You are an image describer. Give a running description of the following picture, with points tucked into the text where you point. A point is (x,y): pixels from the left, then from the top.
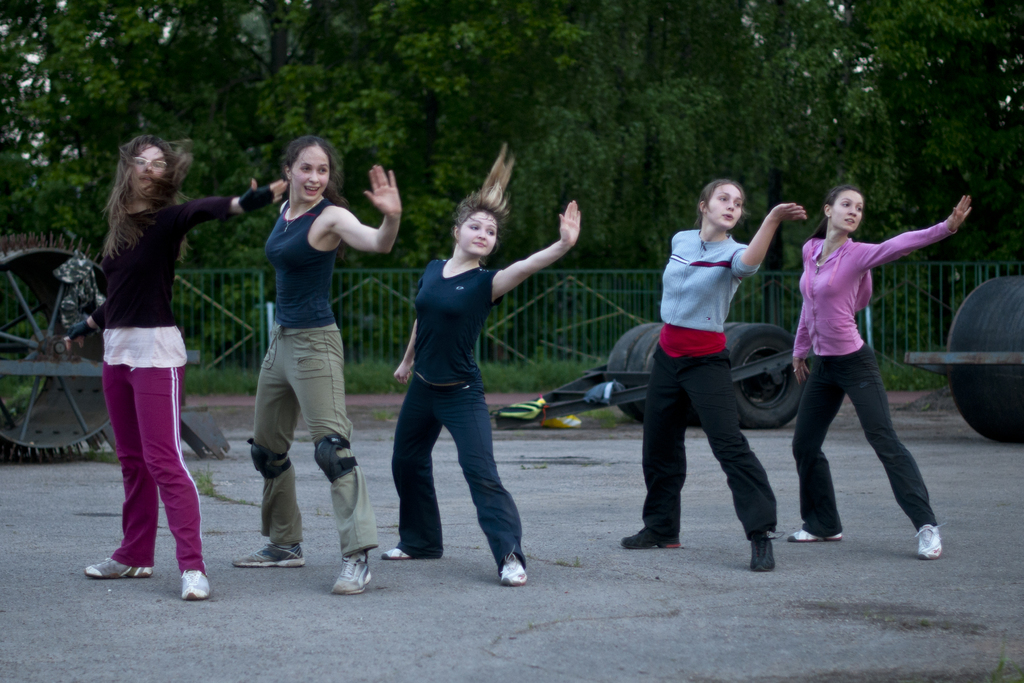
In this image, there are a few people (809,268). We can see the ground (766,441) and some rollers (1006,281). We can also see some grass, plants (539,359) and trees (502,251). We can see the fence (647,305).
